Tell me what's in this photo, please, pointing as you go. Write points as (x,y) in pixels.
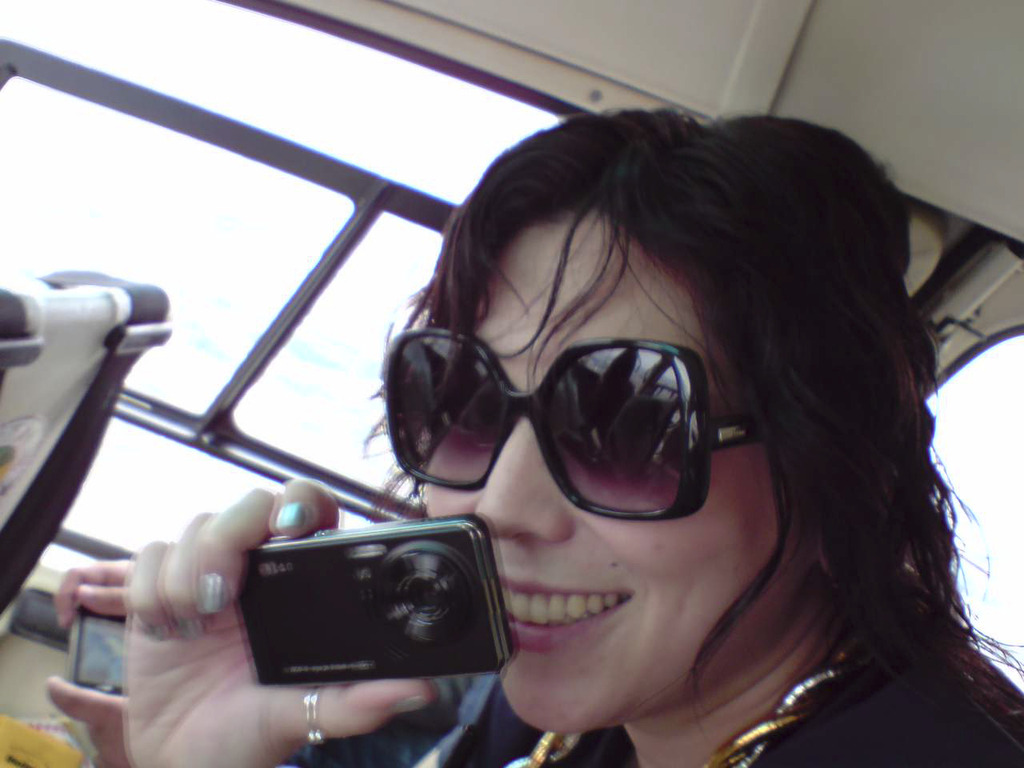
In the image we can see there is a woman (744,414) who is sitting and holding camera (361,593) in her hand (241,567) and she is wearing black colour goggles (587,445).
